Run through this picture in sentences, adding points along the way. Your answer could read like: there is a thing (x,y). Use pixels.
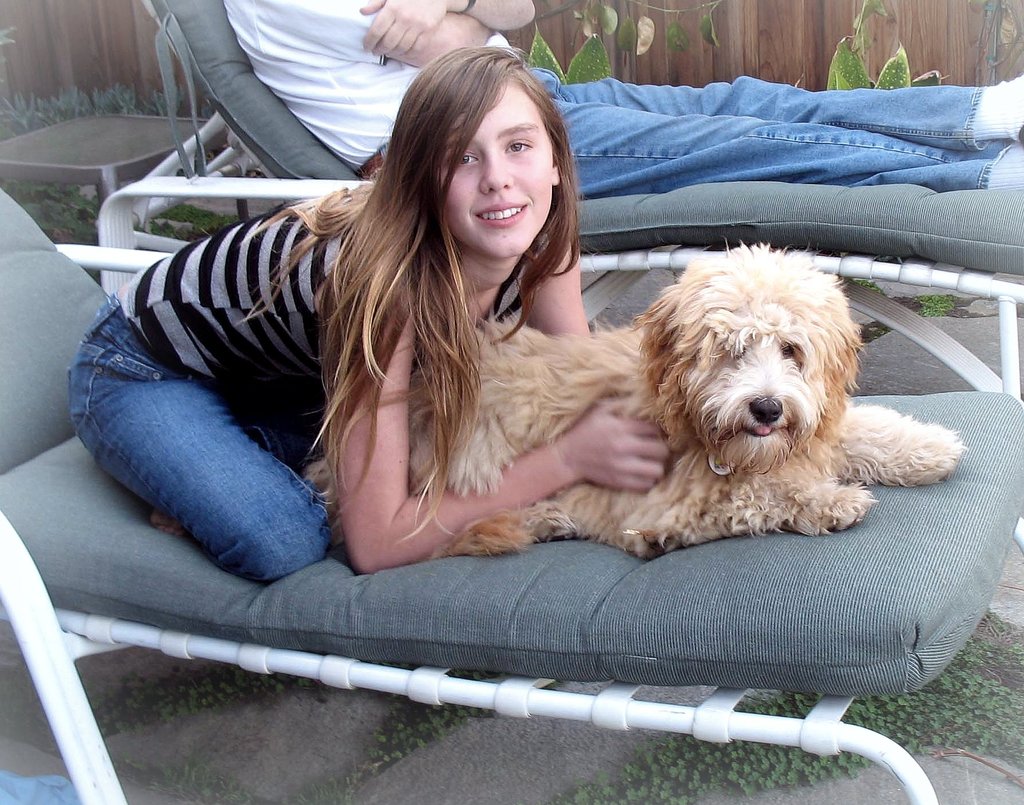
In the middle (664,517), a girl (515,99) is sitting on the lounge chair (579,572) and holding a dog (686,349) which is lying in front of her. On the top middle (586,172), a person (885,128) is sitting on the lounge chair (276,116). Next to that some plants (586,50) are visible. And wall of wood (738,51) visible. At the bottom (685,777) grass (661,777) is visible. This image is taken outside the house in a patio area (353,724).
